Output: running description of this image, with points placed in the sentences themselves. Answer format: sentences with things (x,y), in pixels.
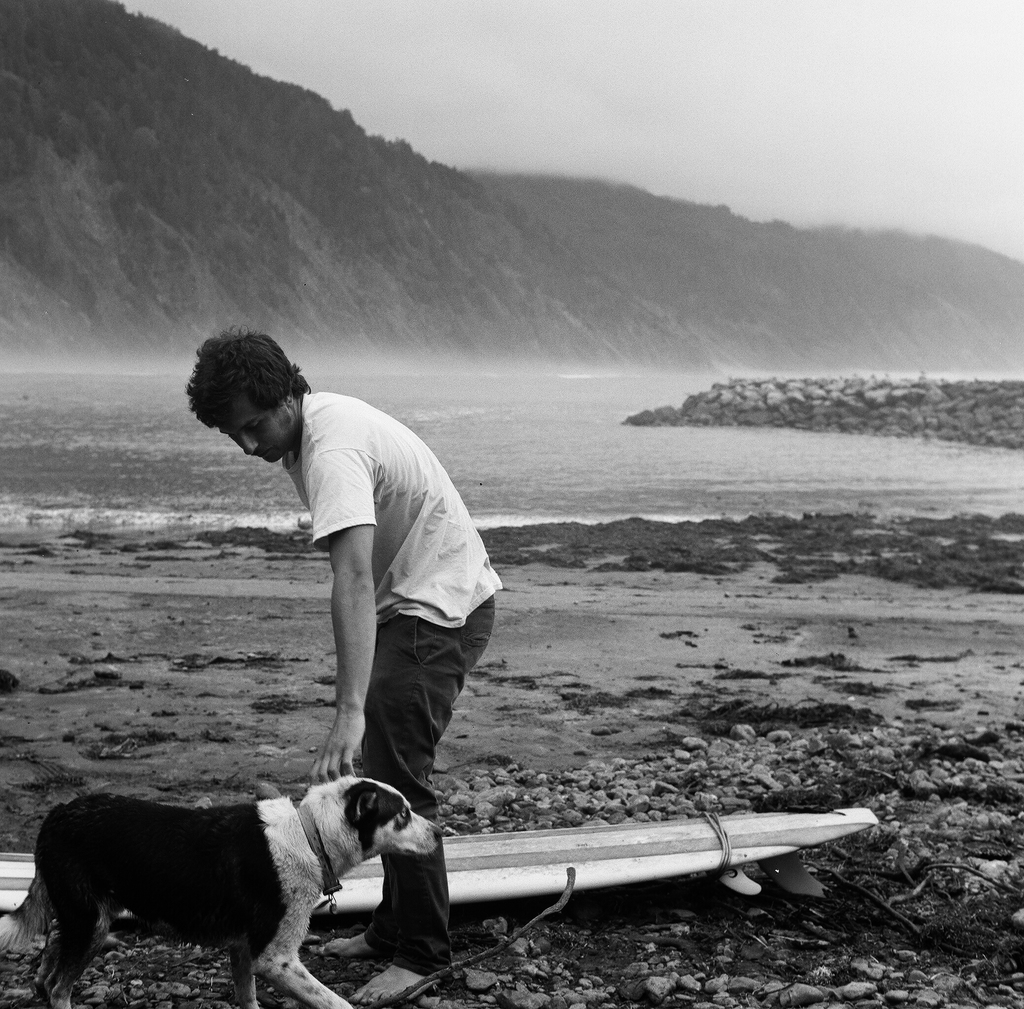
Here we can see a man (400,435) and a dog (96,862) Standing and beside him we can see a surfboard (613,871) and behind him we can see water (608,444) and hills (95,18) present.
